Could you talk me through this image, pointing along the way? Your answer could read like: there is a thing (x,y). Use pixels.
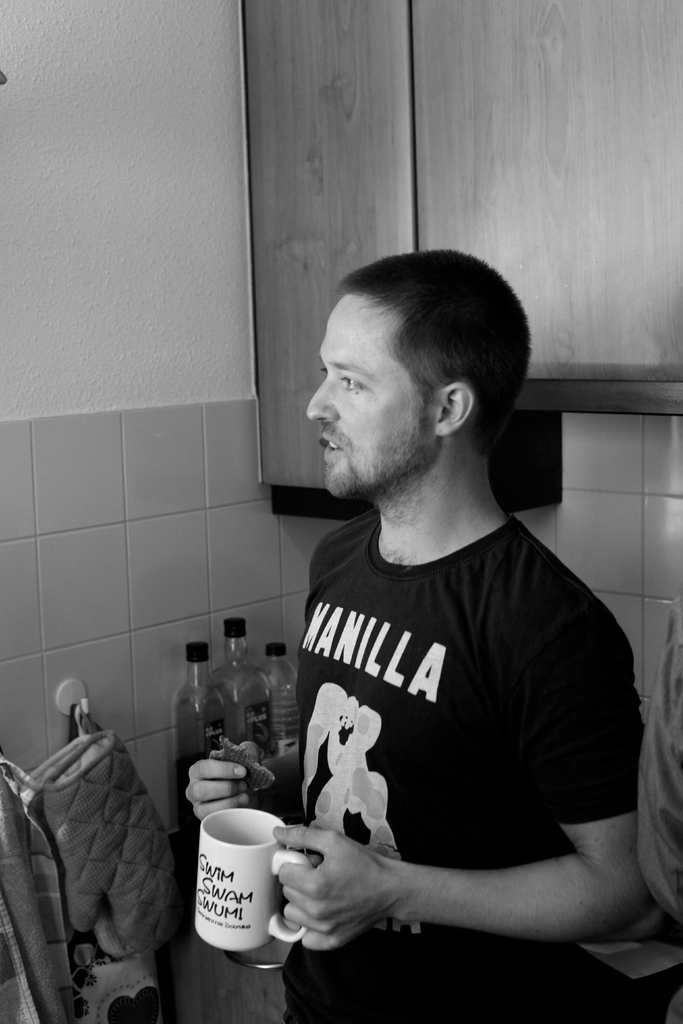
This picture shows a man (308,984) standing and holding a mug (228,811) in his hand (292,837) and we see few bottles (240,641) and a biscuit (259,784) in the other hand (214,774).
